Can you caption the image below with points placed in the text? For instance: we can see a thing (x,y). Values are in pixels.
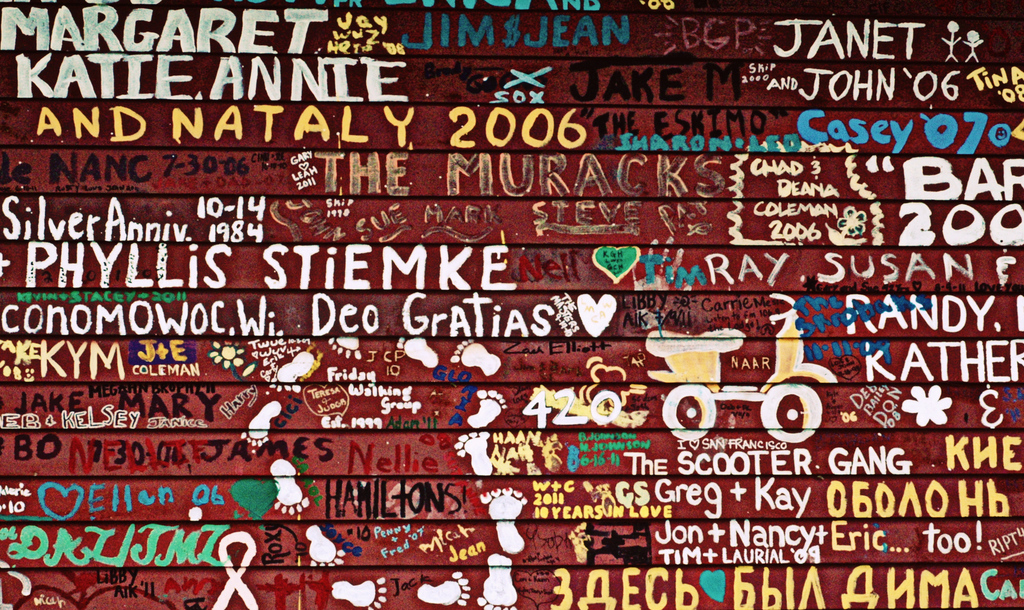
In this image there is a wall (249,302) on which there are some icons (736,388), text (241,321) and some painting (500,408) on it.
